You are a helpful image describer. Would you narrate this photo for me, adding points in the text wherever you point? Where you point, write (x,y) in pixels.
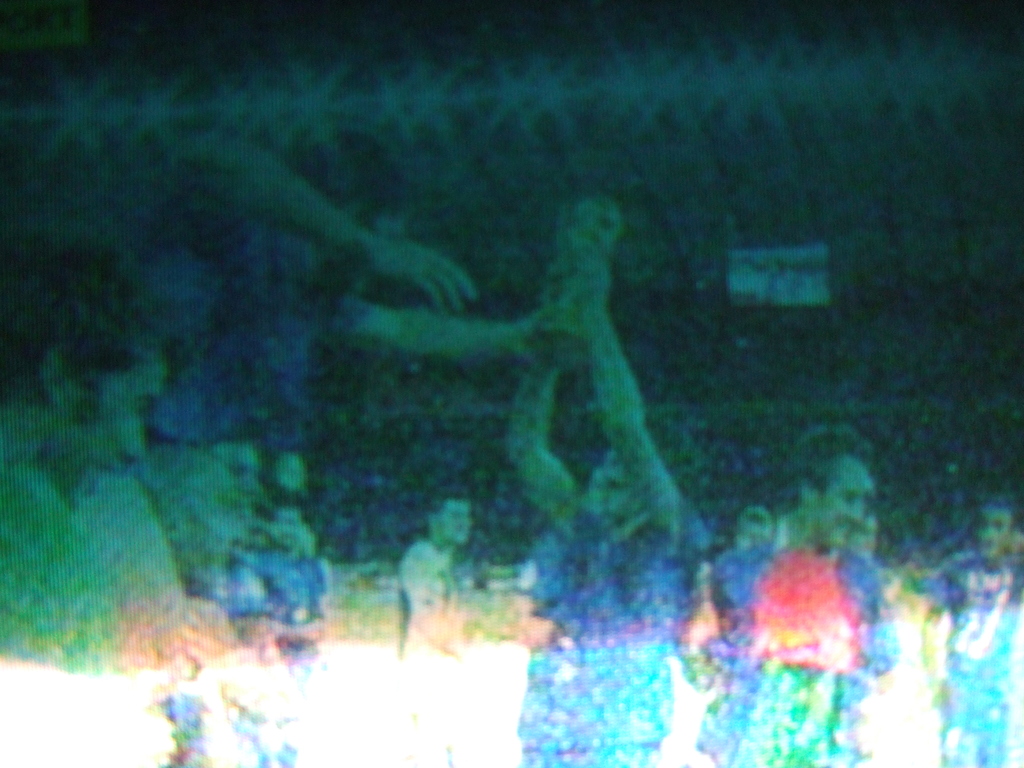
In the picture I can see people (202,435). The picture is not clear.
